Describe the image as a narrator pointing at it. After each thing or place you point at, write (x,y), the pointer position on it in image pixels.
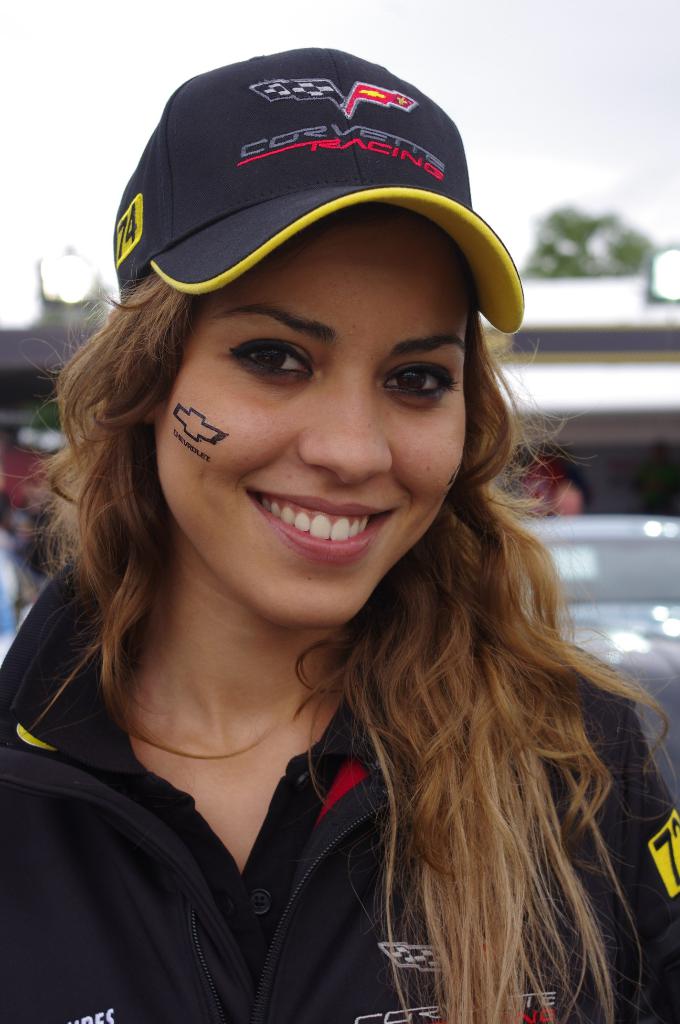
This image consists of a woman (389,736) wearing black jacket (292,906) and a black cap (244,223). In the background (118,124), there is a sky (444,80).
